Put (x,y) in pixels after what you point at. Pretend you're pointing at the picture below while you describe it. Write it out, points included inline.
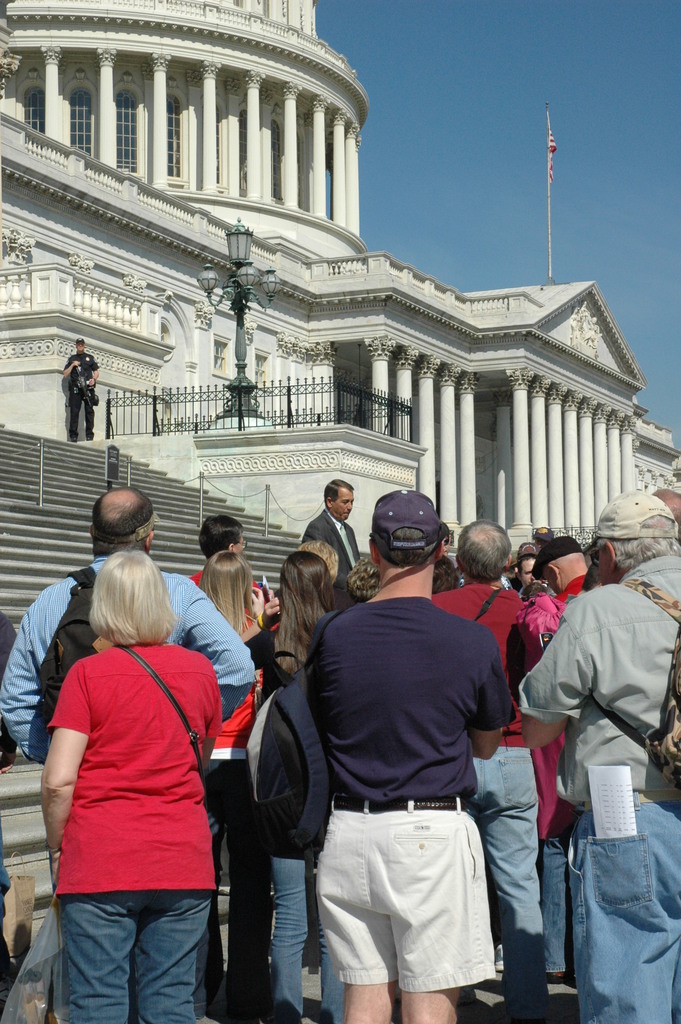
In the image we can see a group of people (536,586) talking with a man (331,515), there we see stairs (137,462), a person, some poles (267,485) with metal wires (258,492) on the stairs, there we can also see a building (259,313), a group of lights (243,308), fence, pillar (584,465), a pole (549,157) with a flag (554,149) at the top (553,136) and the sky (542,139).
